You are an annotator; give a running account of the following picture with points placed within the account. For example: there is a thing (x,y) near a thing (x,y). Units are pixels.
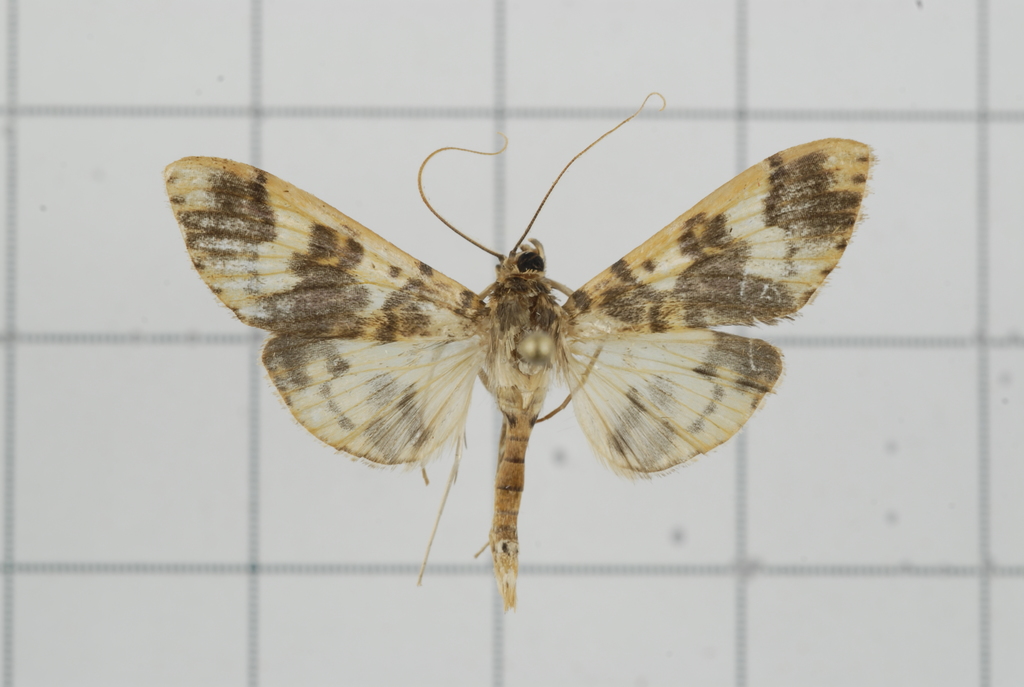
In this image in the foreground (381,299) there is one moth (501,353), and in the background (472,433) there is grid paper (254,532).
